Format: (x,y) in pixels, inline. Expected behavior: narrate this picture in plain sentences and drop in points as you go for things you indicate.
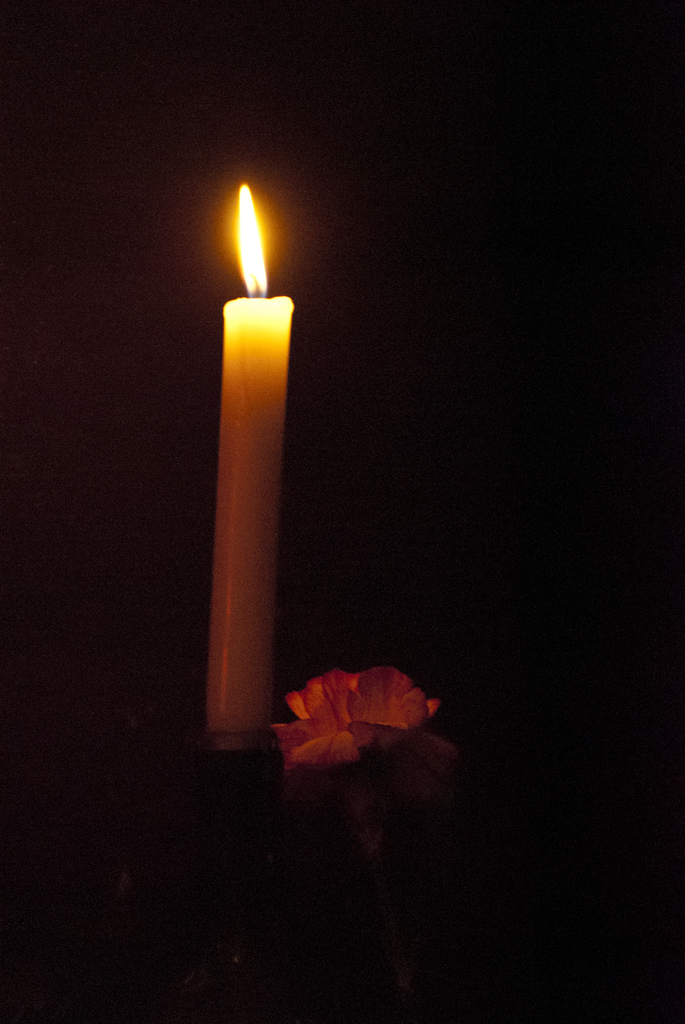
In the image we can see candle (237,475), flame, flower (313,689) and the background (308,406) is dark.
